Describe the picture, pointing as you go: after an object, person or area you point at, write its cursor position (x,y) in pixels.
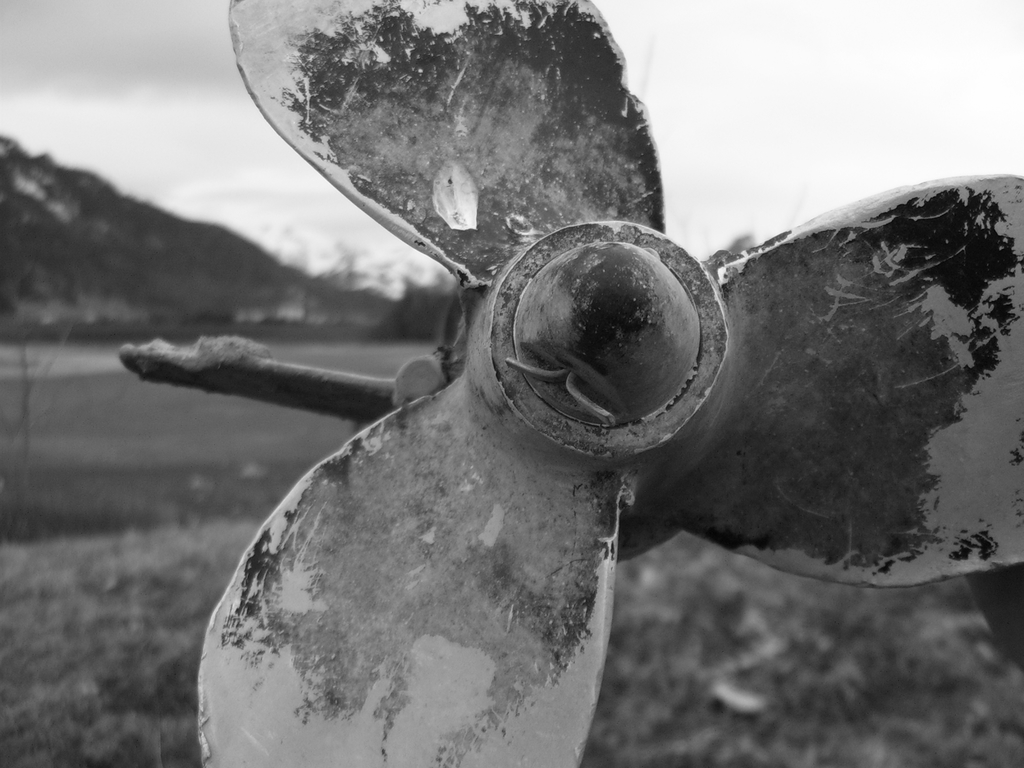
In the center of the image (554,391) we can see a propeller (556,424). In the background (172,290) there are hills (260,254) and sky (145,90).
